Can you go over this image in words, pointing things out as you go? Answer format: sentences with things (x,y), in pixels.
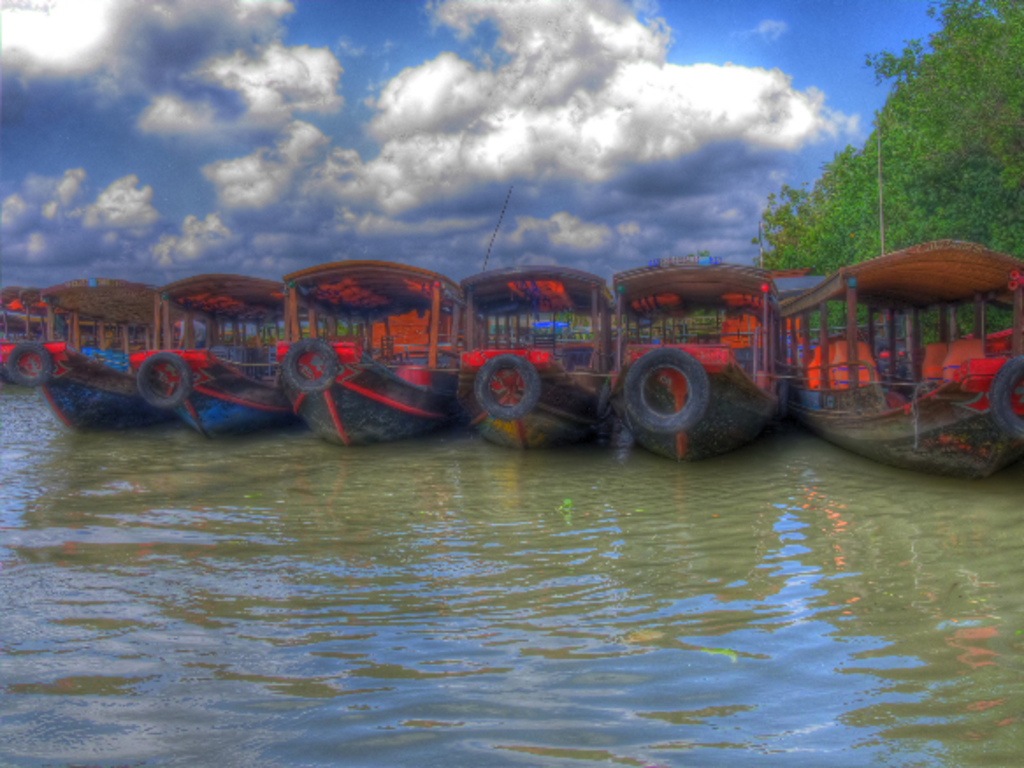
This image is taken outdoors. At the top of the image (158,105) there is a sky (407,102) with clouds (673,62). At the bottom of the image (212,608) there is a river (611,589) with water (517,599). In the middle of the image (537,343) there are a few boats (330,363) on the river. On the right side of the image (877,191) there is a tree (867,182) with green leaves (885,182).
